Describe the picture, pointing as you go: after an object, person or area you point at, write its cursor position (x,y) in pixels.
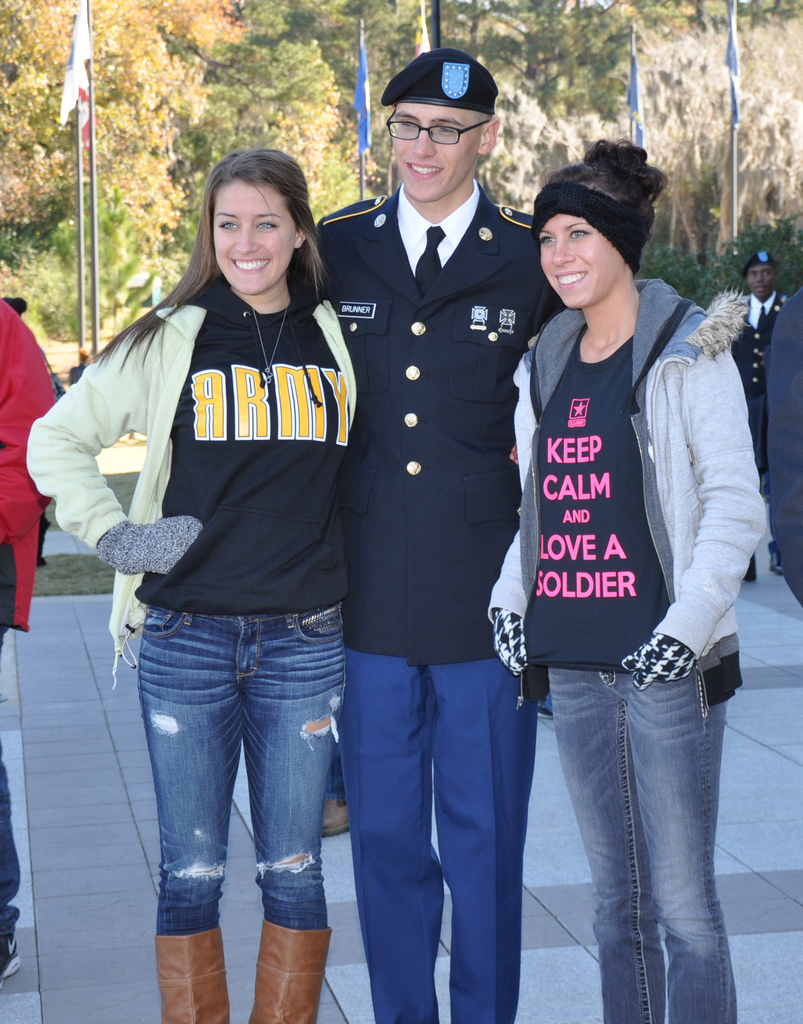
In this picture we can see three people (469,190) are standing and smiling. We can see few people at the back (757,426). There are few flags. We can see some grass (87,573) on the path (22,639). Some trees (764,139) are visible in the background (764,163).
